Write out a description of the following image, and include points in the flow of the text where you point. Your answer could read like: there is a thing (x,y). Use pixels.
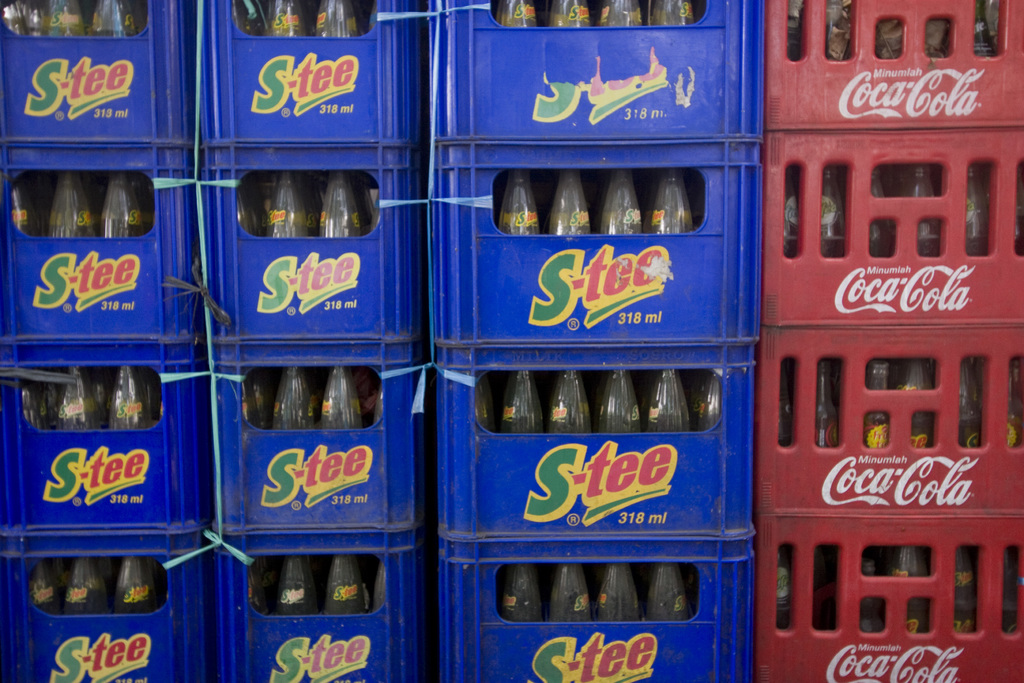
In this image I can see few containers (992,600) and number of bottles (80,580) in it.
